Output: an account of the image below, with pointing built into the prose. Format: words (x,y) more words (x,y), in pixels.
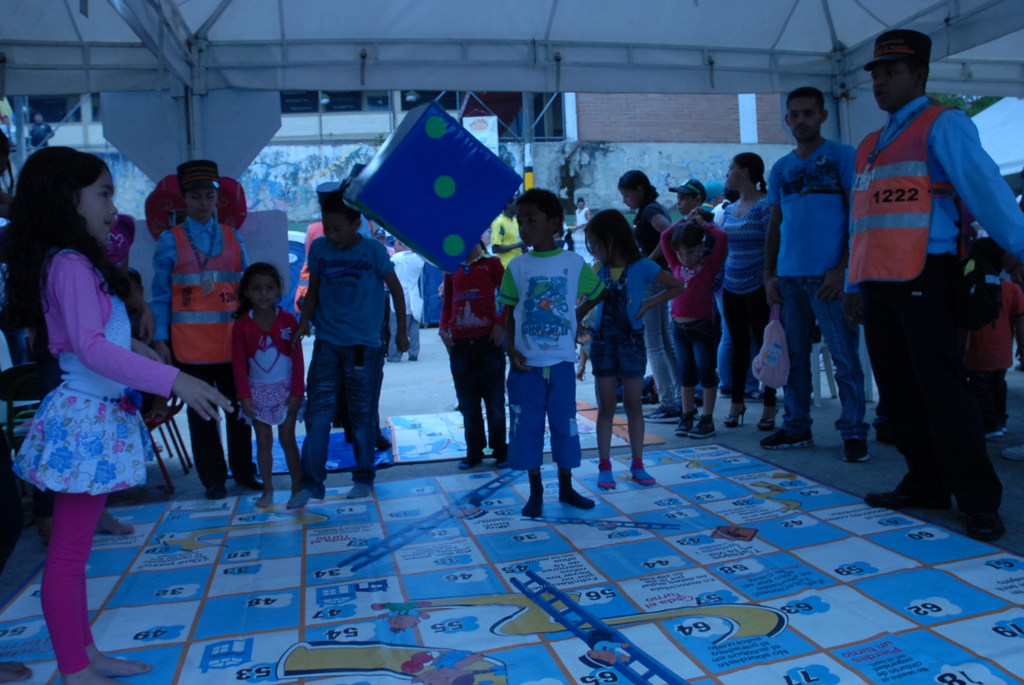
In this image we can see a group of people (613,276) are standing. A girl (111,297) is playing snake and ladder (693,566). In the image we can see a few buildings (736,121) in the background (729,152).
